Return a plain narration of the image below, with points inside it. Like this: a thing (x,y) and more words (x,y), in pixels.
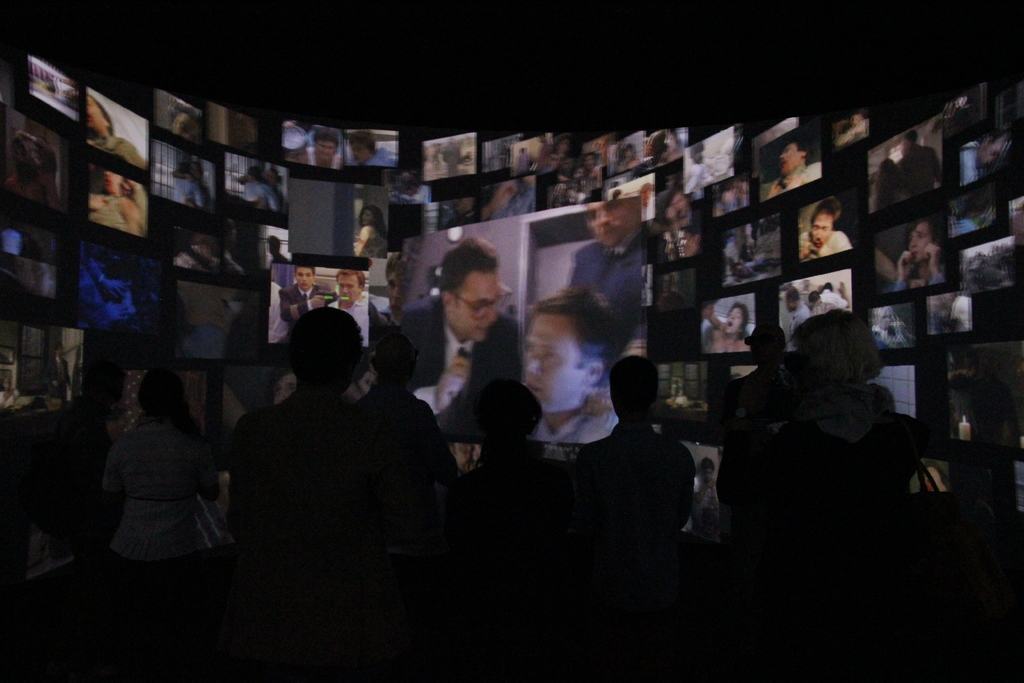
In this image there are so many screens (630,234) on the wall (337,254), in front of that there are so many shadows (811,649) of people (480,649).
